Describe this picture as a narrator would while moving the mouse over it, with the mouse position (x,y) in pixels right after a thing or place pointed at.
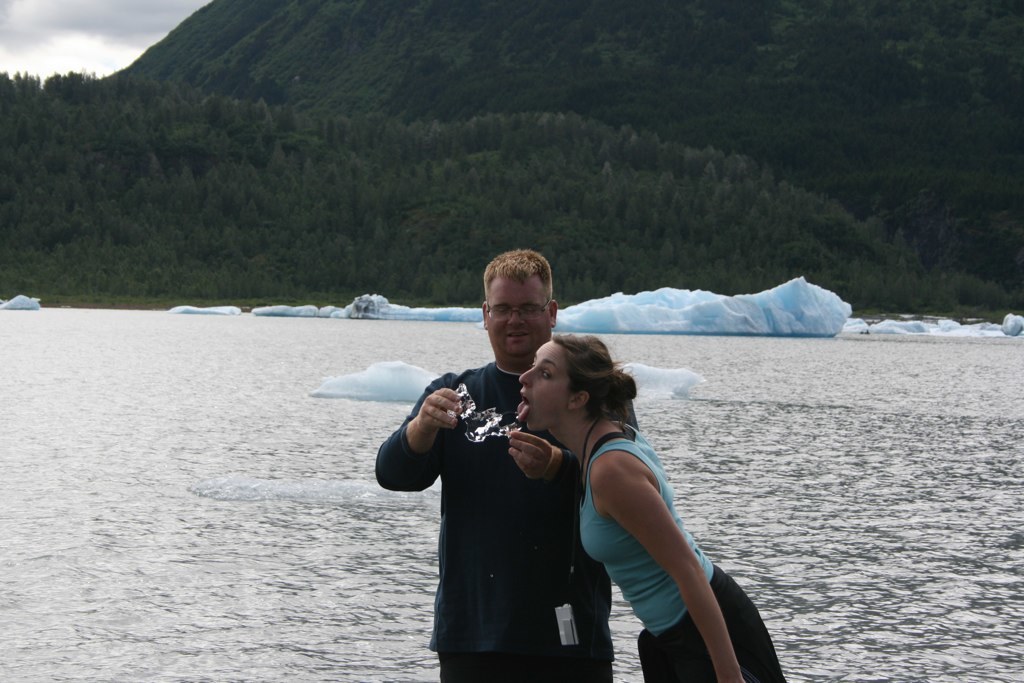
In the foreground of the image (688,582) there are two people (536,473). In the background of the image (292,211) there are trees (377,211), sky (120,55). In the center of the image (358,336) there is water (120,355) with icebergs (375,365).
